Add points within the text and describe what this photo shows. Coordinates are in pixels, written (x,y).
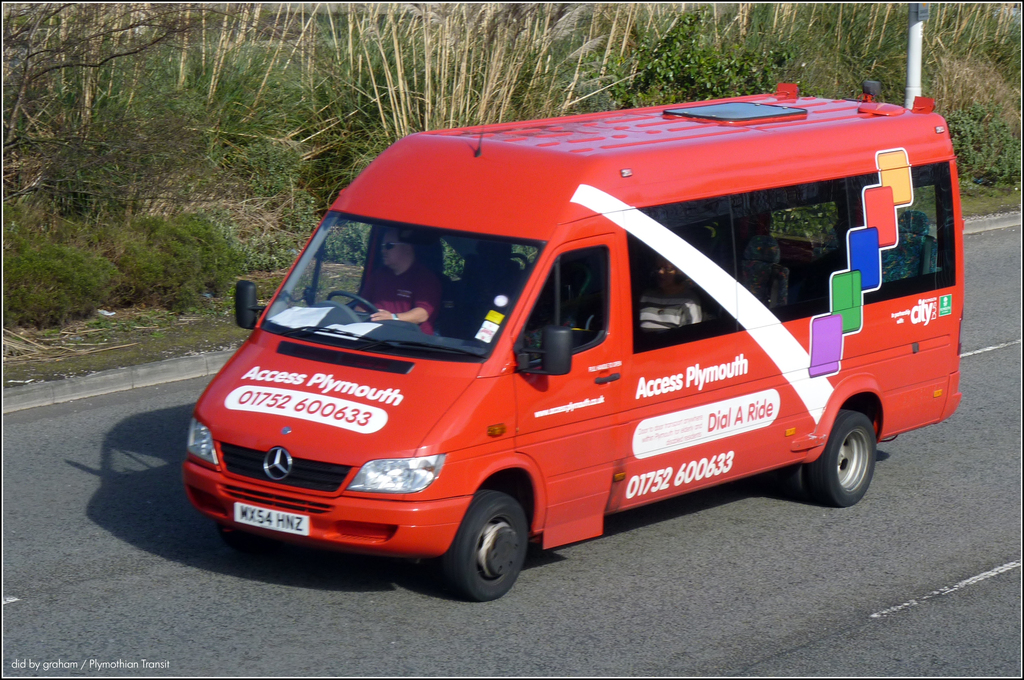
In the center of the image (489,277) we can see person (416,300) in bus (405,382) on the road (526,611). In the background (81,223) we can see trees (60,153), plants (854,61) and pole (910,33).
